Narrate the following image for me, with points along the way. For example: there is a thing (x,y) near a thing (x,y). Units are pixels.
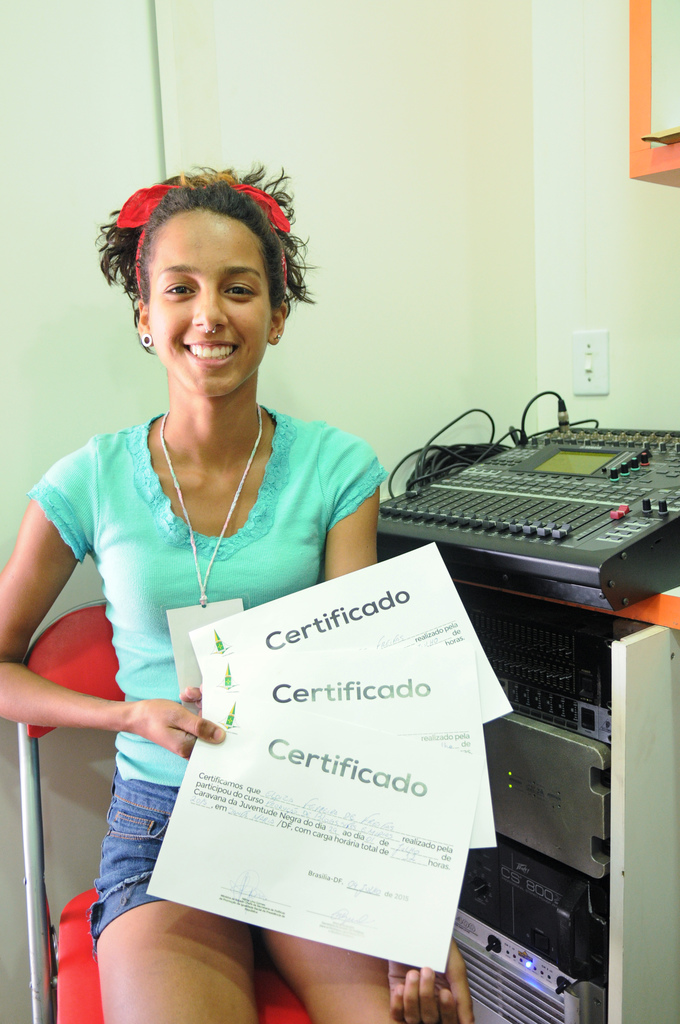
In this image I can see the person (190,563) is sitting on the chair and holding few cards (471,667). I can see few electronic-devices (600,654) and the wall (194,121).
